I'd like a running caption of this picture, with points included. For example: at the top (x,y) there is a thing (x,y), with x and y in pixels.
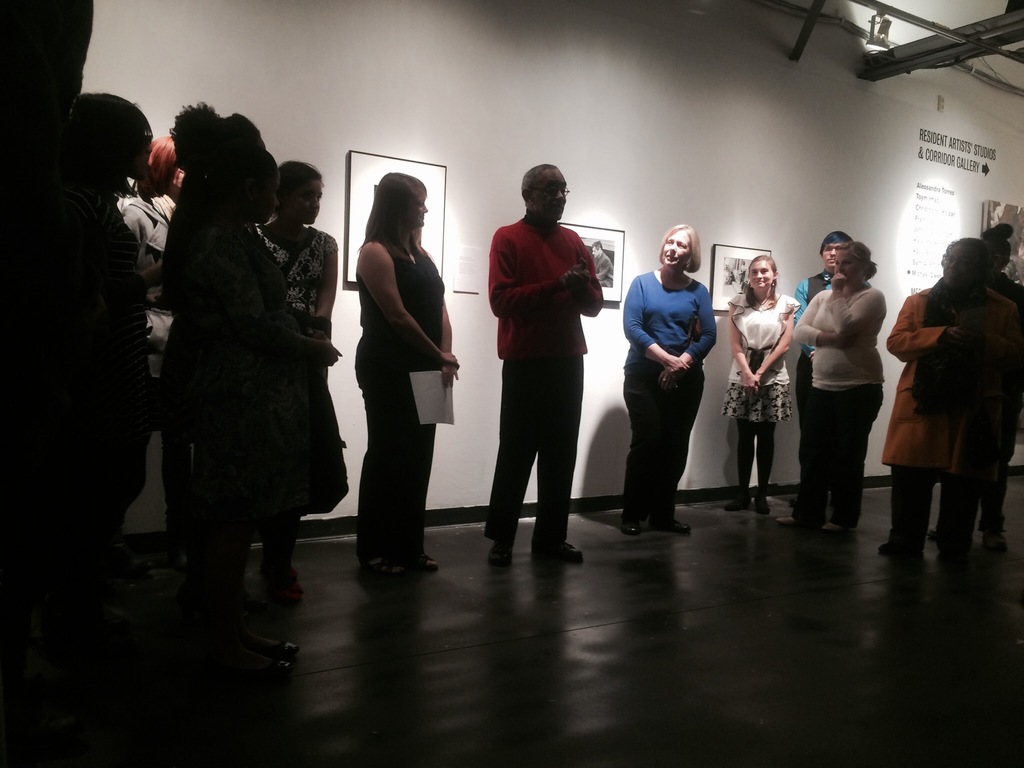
This picture seems to be clicked inside the hall (431,360). In the center (571,371) we can see the group of people (284,389) standing on the ground (610,545). In the background (497,114) we can see the wall (449,131), picture frames (603,255) hanging on the wall (756,128) and we can see the text (923,142) and the metal rods (926,54) and some other objects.
